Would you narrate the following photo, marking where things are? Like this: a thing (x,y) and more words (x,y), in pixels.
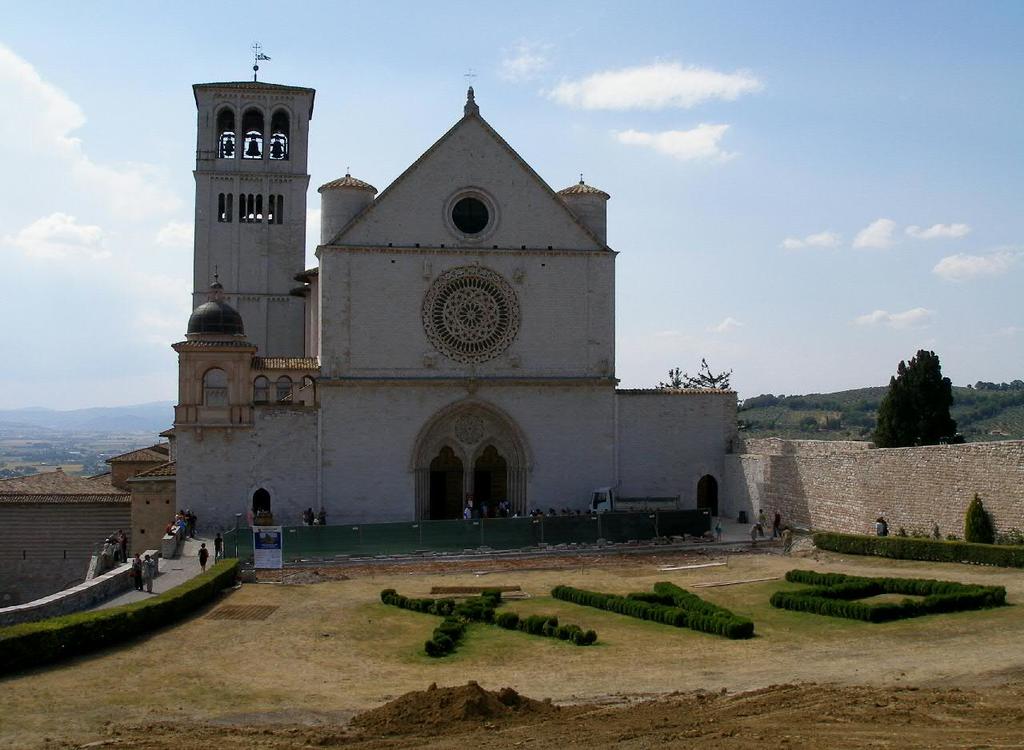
As we can see in the image there is a building (568,368), grass (553,609), few people (148,588) here and there and trees (924,408). On the top (687,76) there is sky (697,57) and clouds (689,78).
